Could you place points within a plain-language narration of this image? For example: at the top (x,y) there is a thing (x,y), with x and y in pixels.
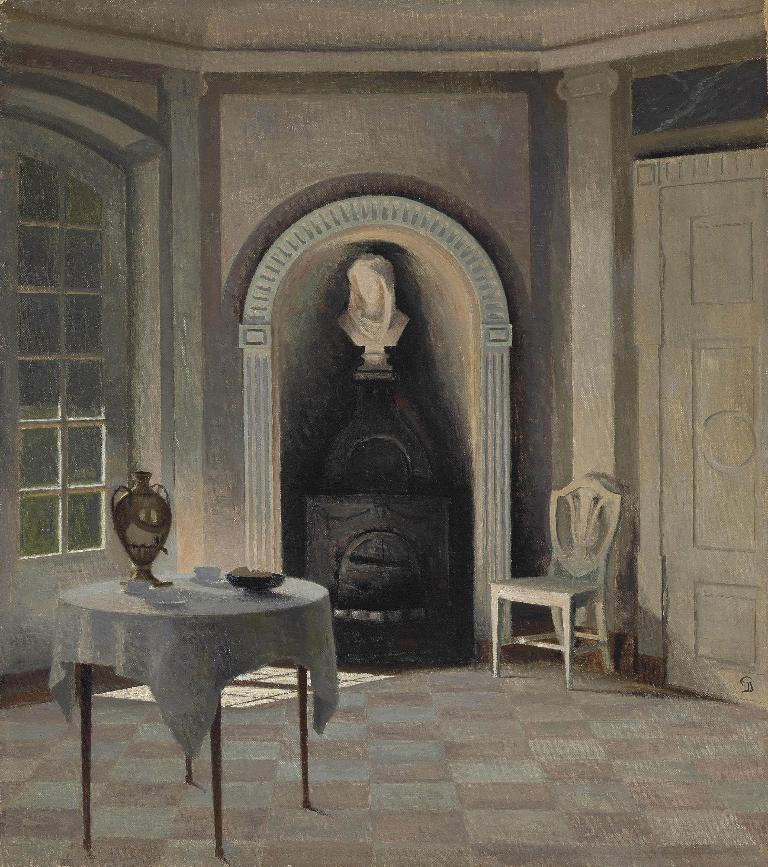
It is some construction (334,462) inside a room (397,390), there is a white sculpture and in front of that there is a chair (520,593) and there is table (142,658) and on the table (114,582) there is teapot (156,543) and two cups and a bowl (257,585) all are kept.
